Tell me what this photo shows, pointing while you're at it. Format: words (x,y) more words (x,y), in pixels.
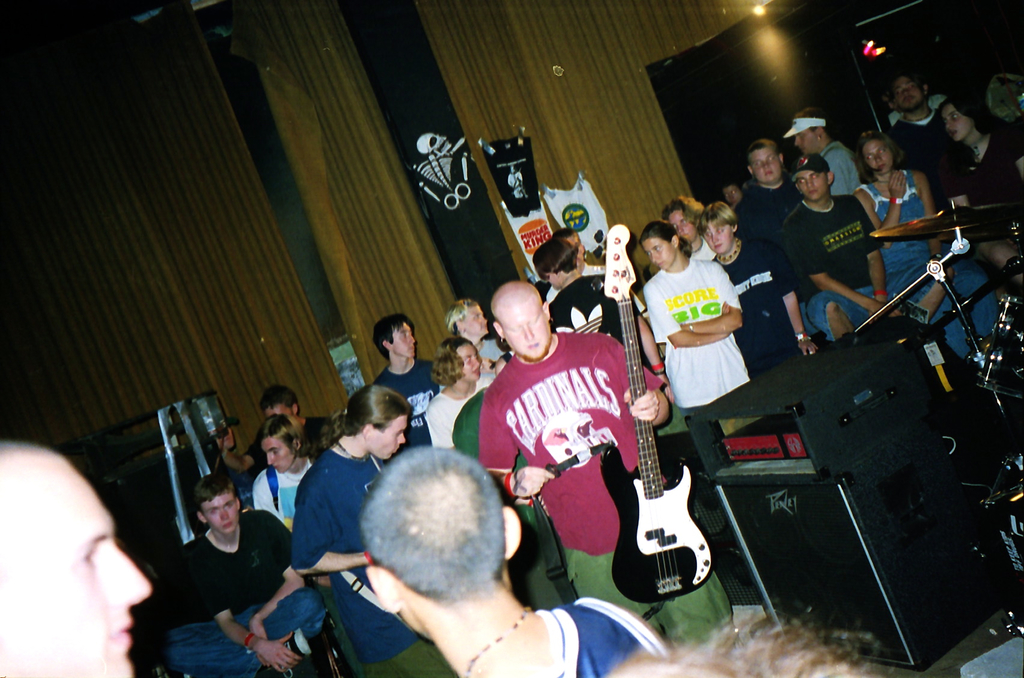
this is an inside view picture. On the background (495,108) we can see curtains (403,187) and few boards (444,185) and T-shirts (579,216). Here we can see all the persons (535,430) standing, sitting. A man (523,291) with pink colour shirt (599,544) is holding a guitar (638,545) in his hand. These are drums (1006,555) and it's a cymbal (991,226).
